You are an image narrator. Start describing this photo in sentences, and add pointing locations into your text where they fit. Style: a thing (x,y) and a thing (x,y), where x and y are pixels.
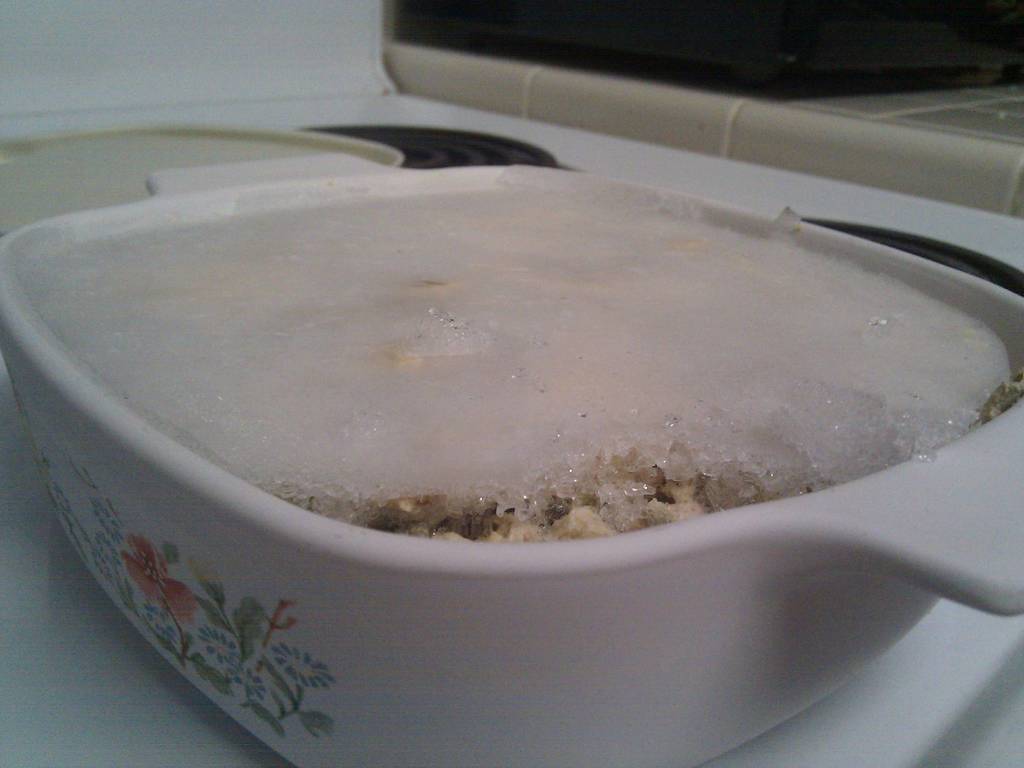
In this picture there is a bowl (847,257) in the center of the image (436,413), which contains a food item (413,282) in it.
